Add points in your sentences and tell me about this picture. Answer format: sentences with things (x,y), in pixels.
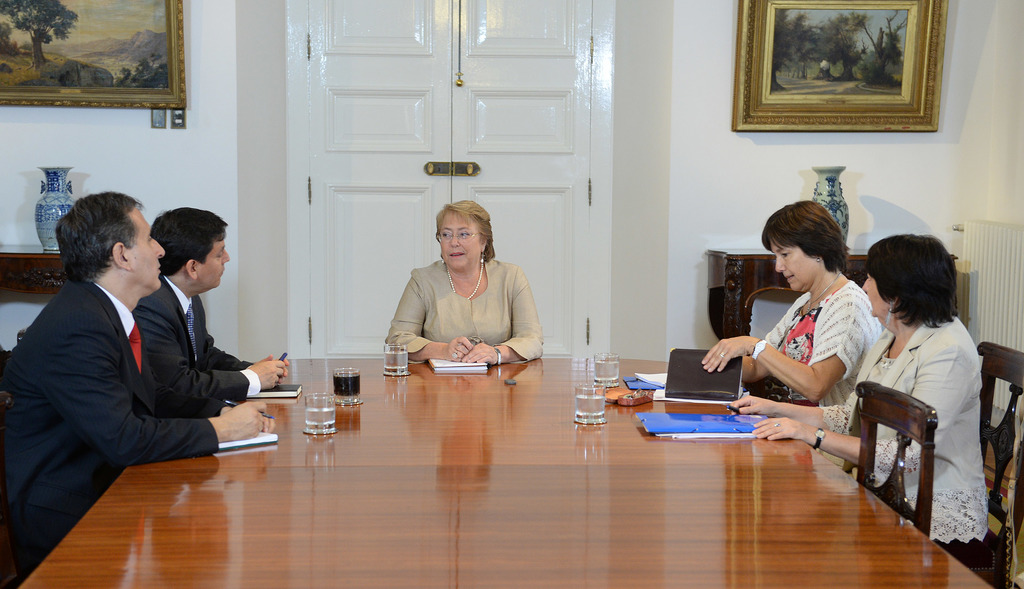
In this image I can see group of people (219,384) sitting in front of the table (454,485). On the table (454,485) there are books (688,378) and the glasses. In the back ground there are flower vases (45,247) and the frames (892,70) attached to the wall (931,182).
